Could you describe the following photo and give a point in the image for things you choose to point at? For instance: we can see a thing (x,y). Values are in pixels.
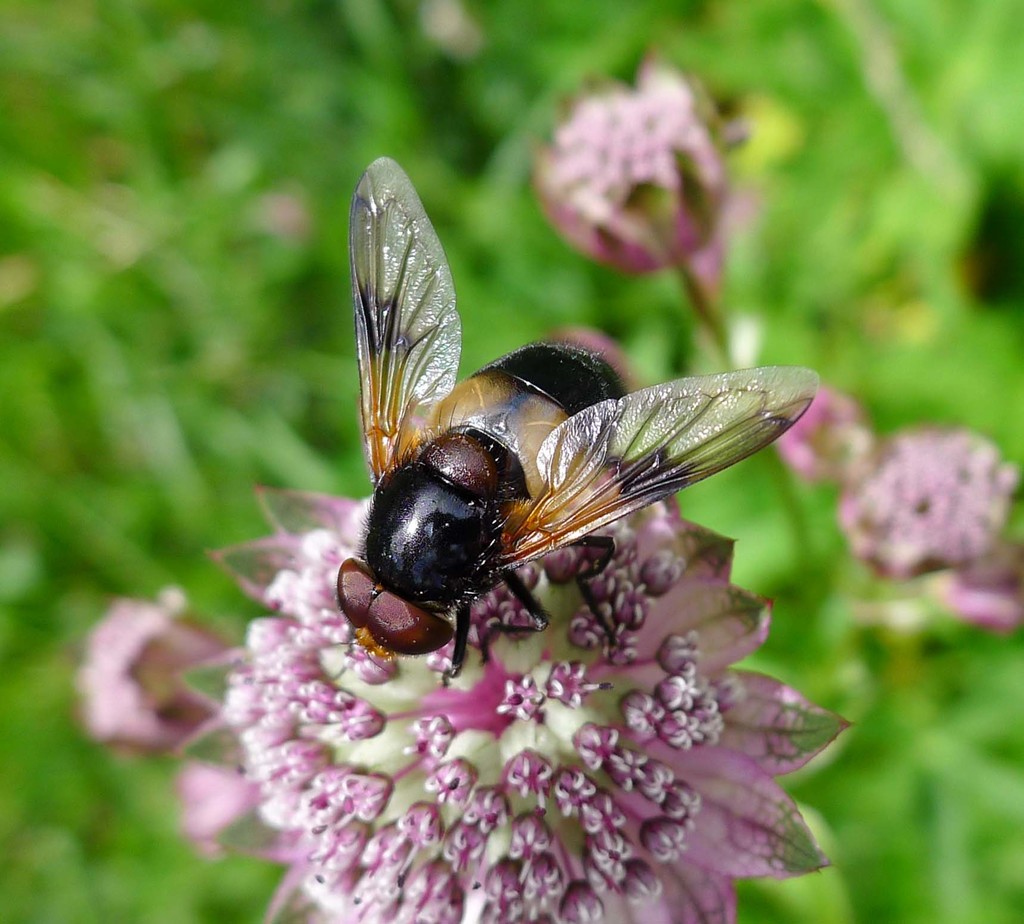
In this image we can see an insect (520,562) on the flower (572,767). The background (657,150) is blurred with the leaves (757,248) and flowers (848,458).
